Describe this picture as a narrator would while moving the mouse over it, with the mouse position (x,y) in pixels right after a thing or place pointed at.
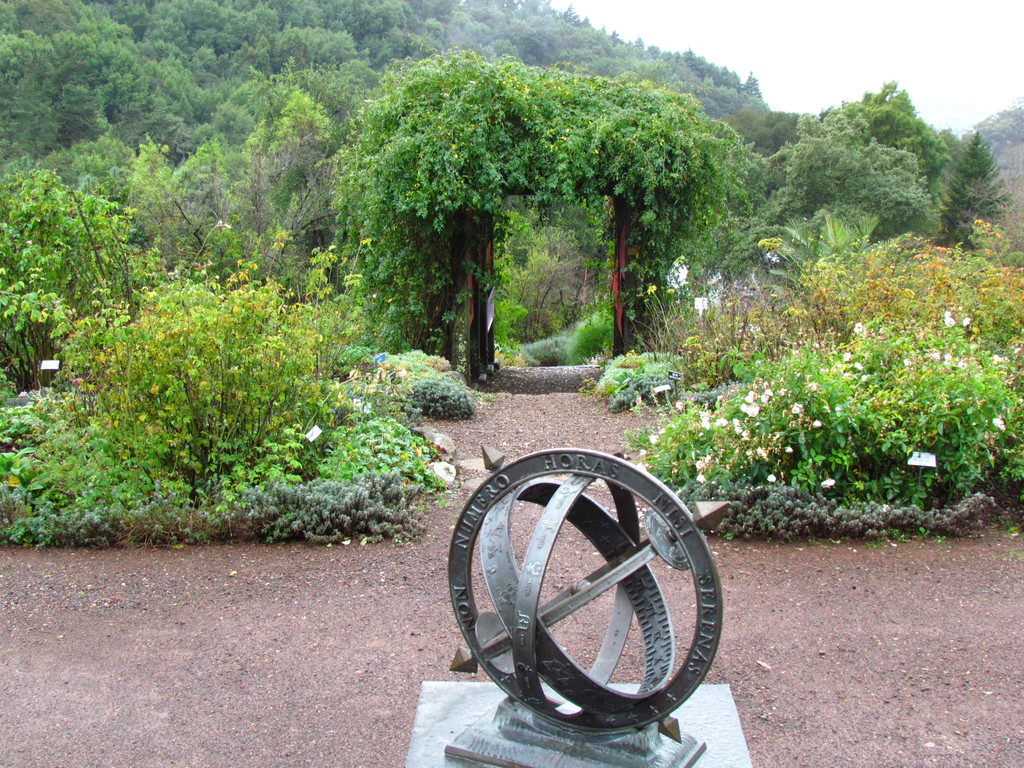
In this image at the bottom (588,578) we can see a metal object (566,672) on a platform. In the background (459,273) there are plants (33,248) with flowers (651,465), an arch (494,305), trees (761,193) and sky (752,15).
